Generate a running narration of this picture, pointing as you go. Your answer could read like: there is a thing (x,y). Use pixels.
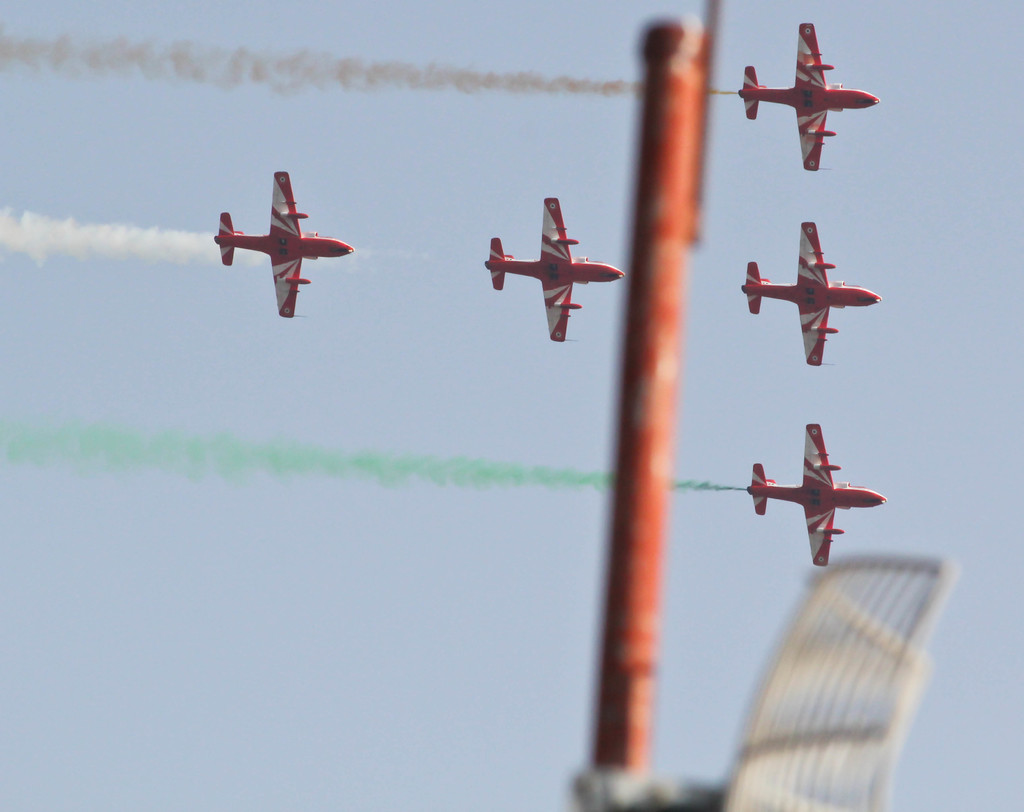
In this image I can see an orange colour pole (676,51) and an antenna (883,591) in the front (840,575). In the background (285,82) I can see five aircraft (233,230) and smoke (175,59) in the air (337,41). I can also see the sky (501,369) in the background (588,404).
